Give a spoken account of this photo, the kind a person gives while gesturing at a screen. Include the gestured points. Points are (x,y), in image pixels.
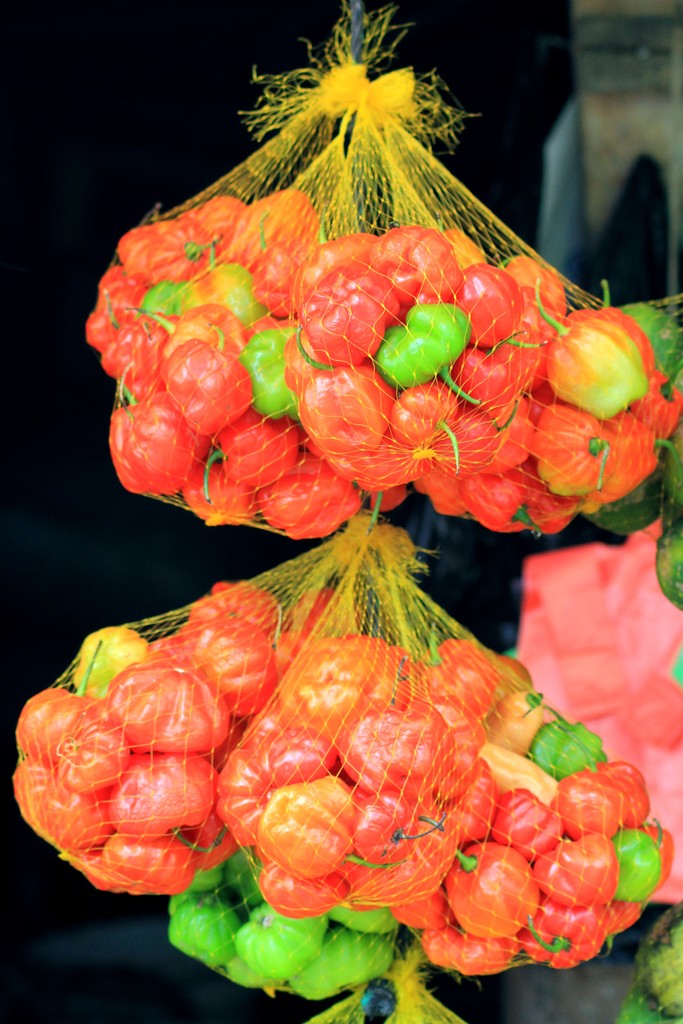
In this picture I can observe vegetables (250,414) packed in nets (286,77). These fruits (298,246) are in red and green colors. The background (64,65) is dark.
